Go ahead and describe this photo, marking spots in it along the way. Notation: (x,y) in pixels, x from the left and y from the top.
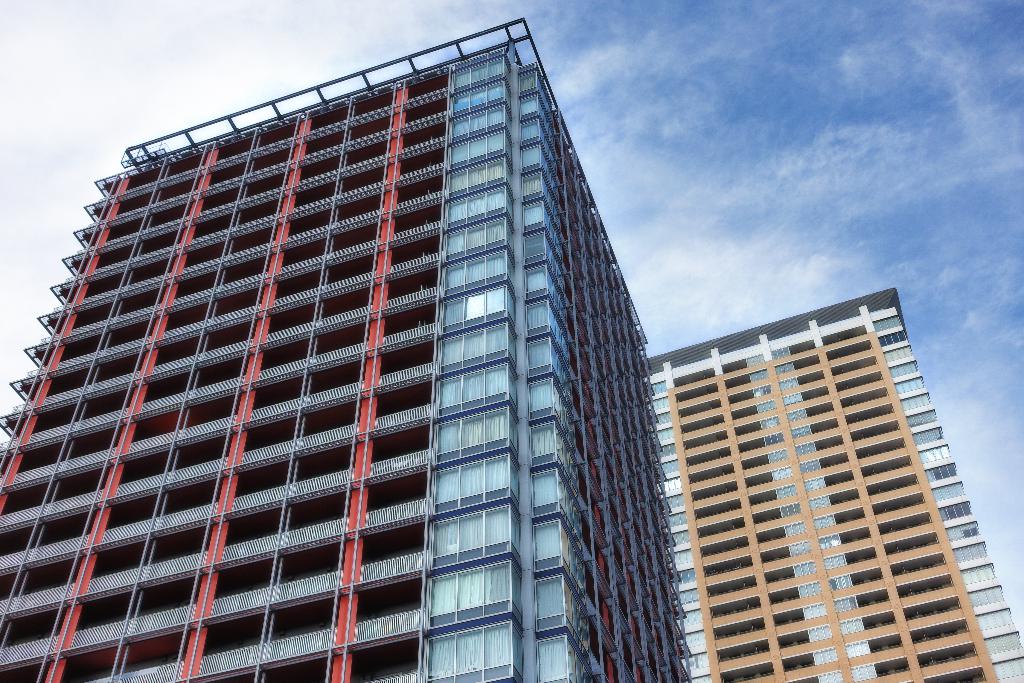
In this image we can see some buildings (306,366) and the metal poles (470,35). On the backside (727,142) we can see the sky (740,93) which looks cloudy.
